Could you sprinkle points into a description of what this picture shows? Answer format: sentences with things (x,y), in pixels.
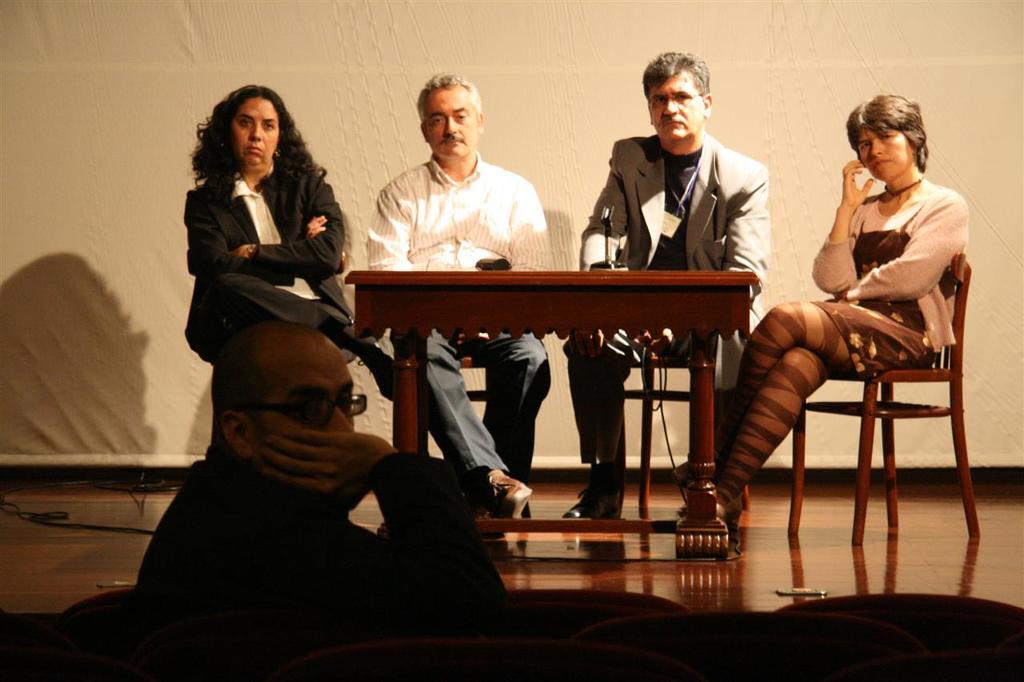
In this picture we can see three men (458,196) and two women (296,240) sitting on chairs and in front of them on table (542,327) we have stand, remote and in background (574,57) we can see wall (852,22) here in front (556,610) we can see some more chairs (551,635) beside to the stage (827,574).
